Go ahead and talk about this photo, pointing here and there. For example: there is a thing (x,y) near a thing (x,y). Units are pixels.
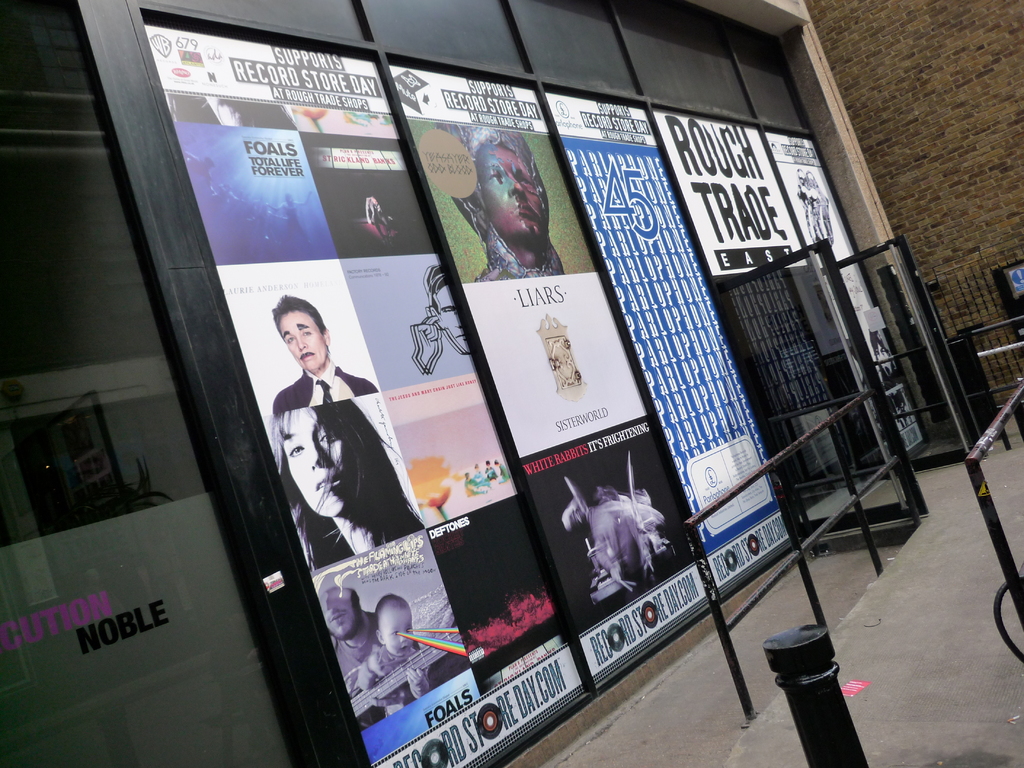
In this picture I can see iron grilles (809,570), there are posters (573,272) on the board (713,385) and there are doors (815,251).
